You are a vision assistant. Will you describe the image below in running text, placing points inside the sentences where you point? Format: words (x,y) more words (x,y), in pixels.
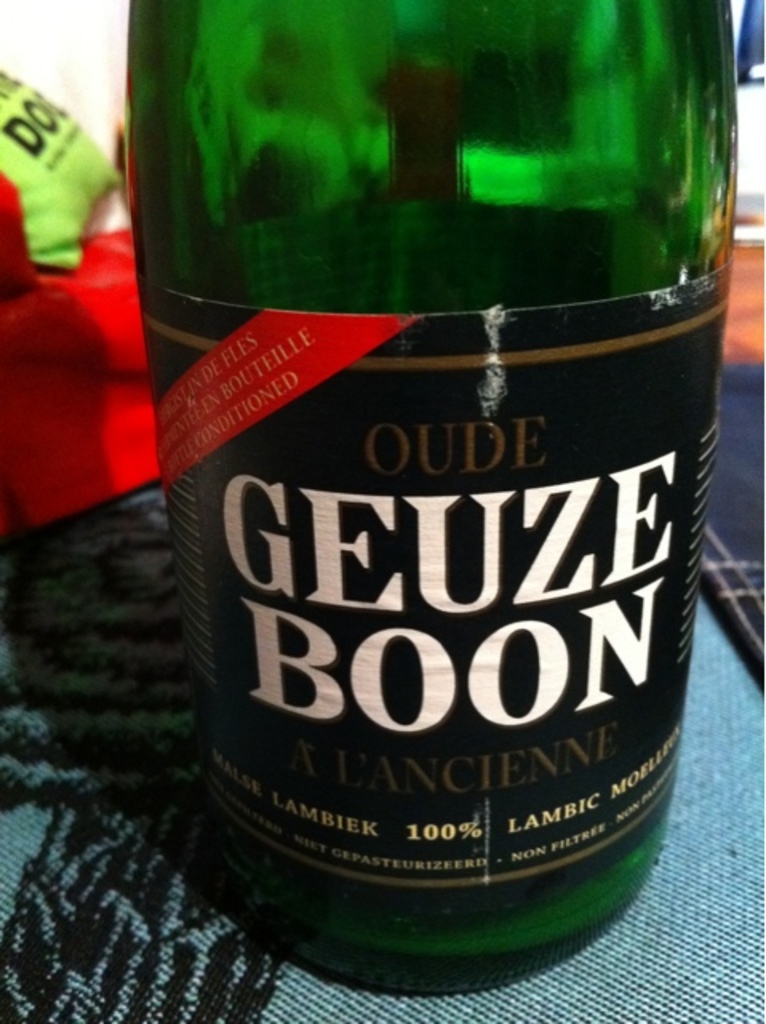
In this image, a bottle (590,119) is visible half, which is kept on the floor (242,974). In the top (76,314), a red color cloth (97,441) is visible. This image is taken inside a room (268,824).
